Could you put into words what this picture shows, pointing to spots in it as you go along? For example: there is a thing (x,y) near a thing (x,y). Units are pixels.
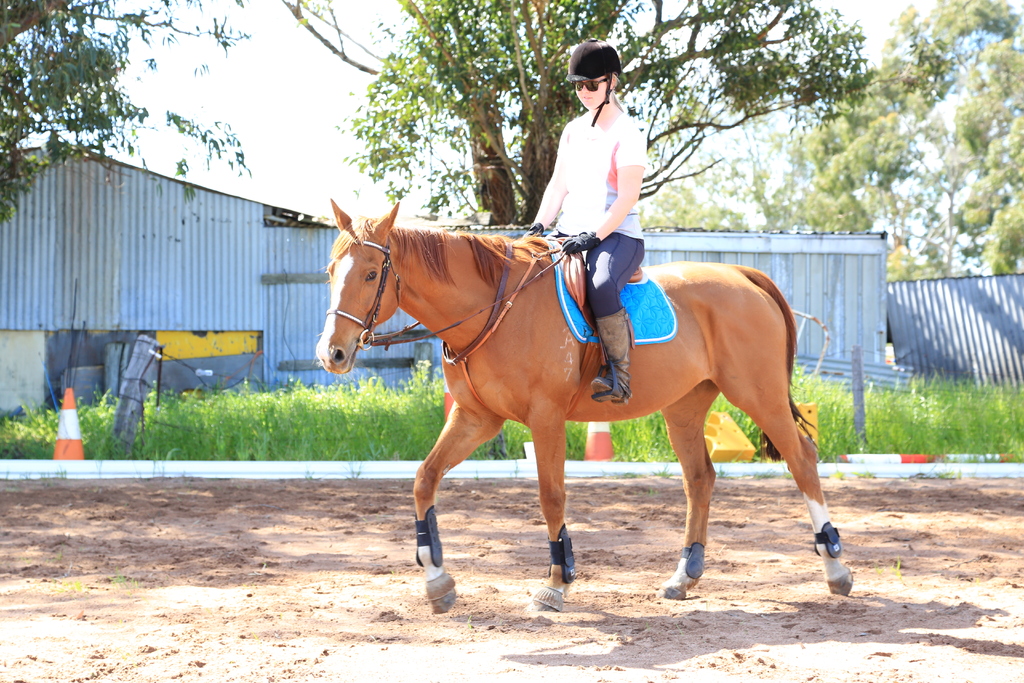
In this picture I can see the horse (428,237) in front (479,423) and I see a girl (607,345) sitting on it and in the middle of this picture (370,436) I can see the grass (928,418) and 2 traffic cones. In the background (256,143) I can see the trees (10,18) and the sky (889,28).
